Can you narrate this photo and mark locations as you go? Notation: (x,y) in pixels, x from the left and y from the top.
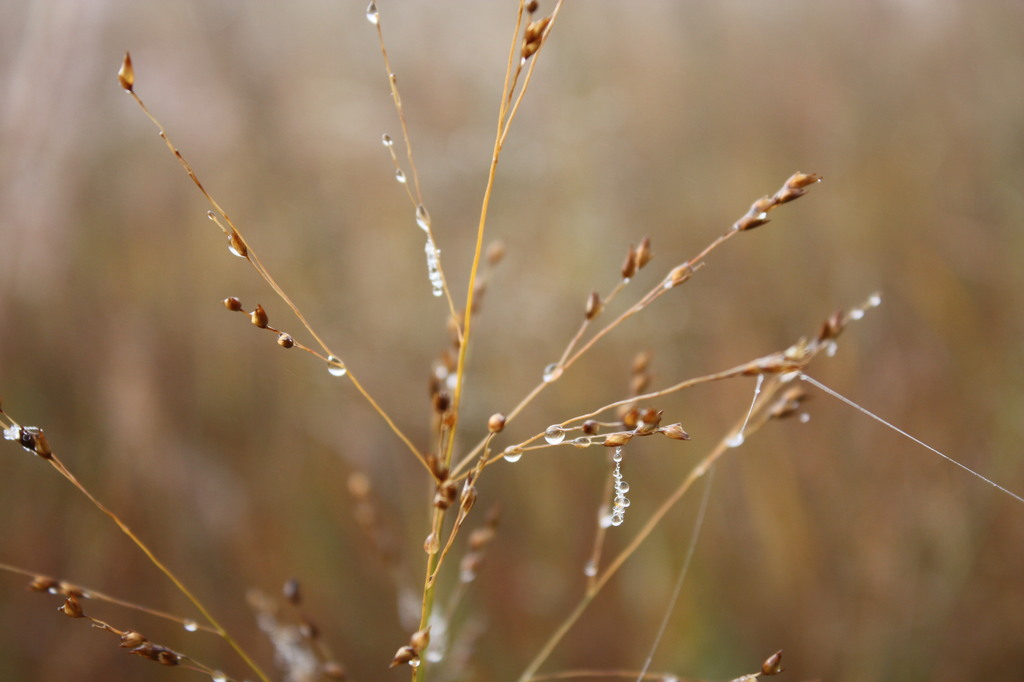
In this image there are few water drops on the dry grass (295,612).
